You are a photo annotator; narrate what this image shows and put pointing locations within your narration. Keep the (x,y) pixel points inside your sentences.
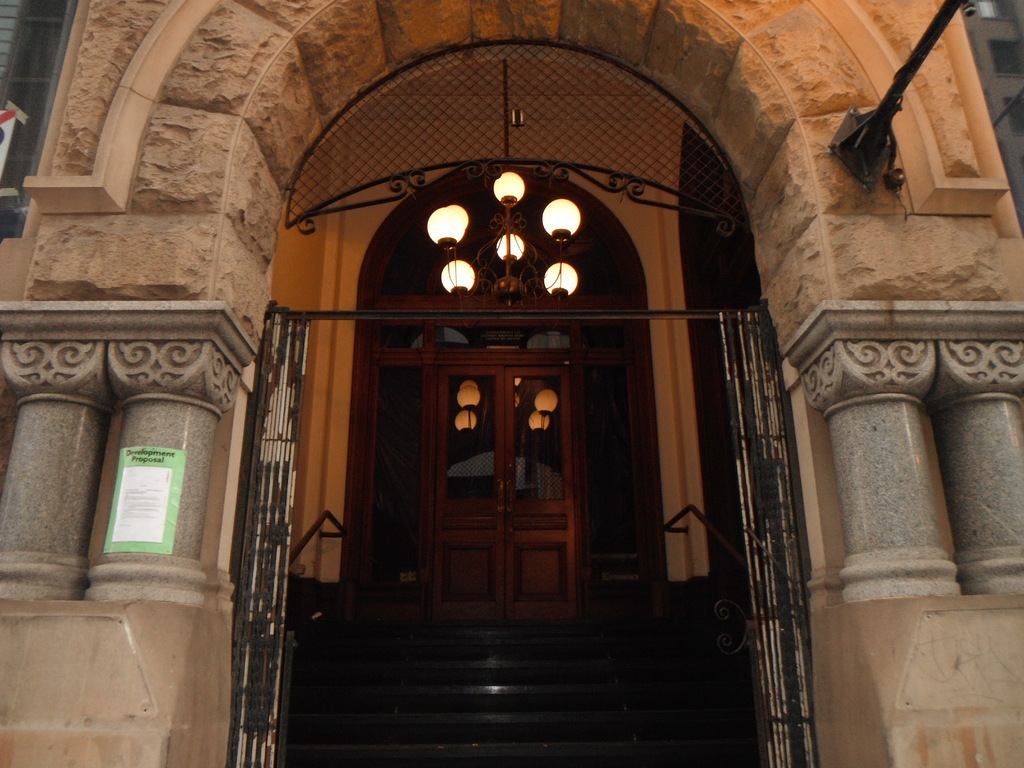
It looks like a building (766,245). Here we can see the arch (290,30), stairs (544,698) and the door (500,507). Here we can see chandelier (462,272) and poster (144,519) stick to the pillar (190,508).
